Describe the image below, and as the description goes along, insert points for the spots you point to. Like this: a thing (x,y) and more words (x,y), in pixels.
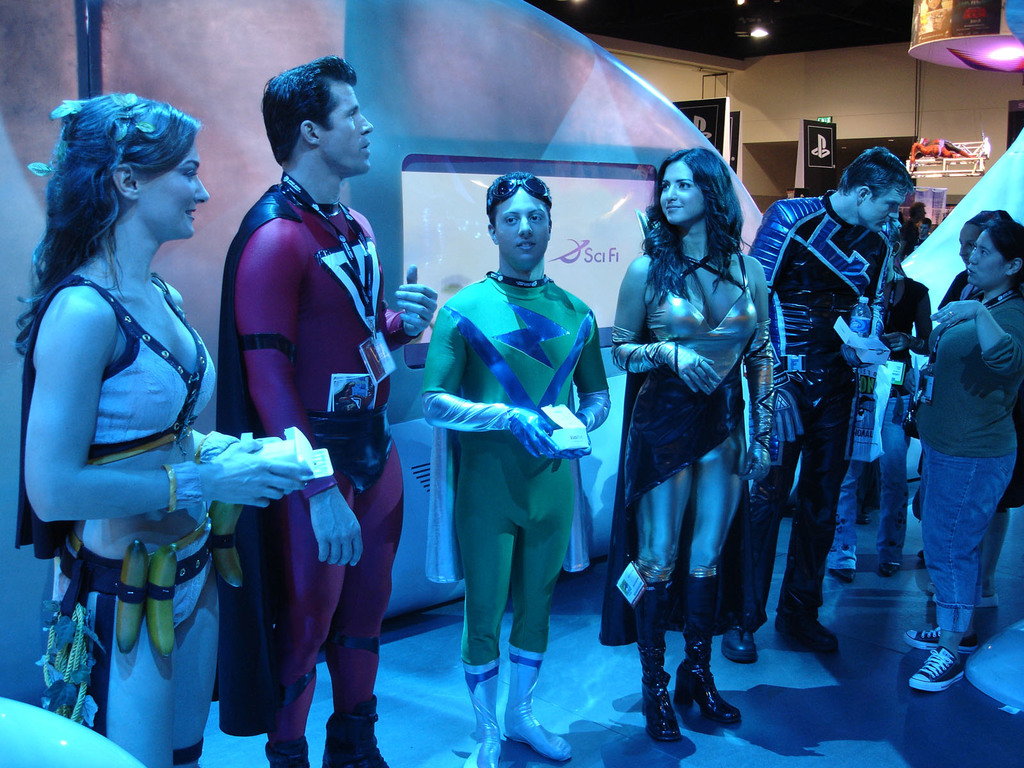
In this picture there is a man (355,455) who is wearing red dress (351,288), beside him there is another man (559,470) who is wearing green dress (550,506) and he is holding a box (580,443). On the left (40,255) there is a woman (88,308) who is wearing white dress (174,405) and she is holding a box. On the right (975,488) there is a woman (966,504) who is holding the papers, beside him there is a man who is wearing black dress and holding the water bottle (866,321). Behind them i can see some cloth partition (588,108). In the top right corner (940,173) i can see some objects (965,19) on the racks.
